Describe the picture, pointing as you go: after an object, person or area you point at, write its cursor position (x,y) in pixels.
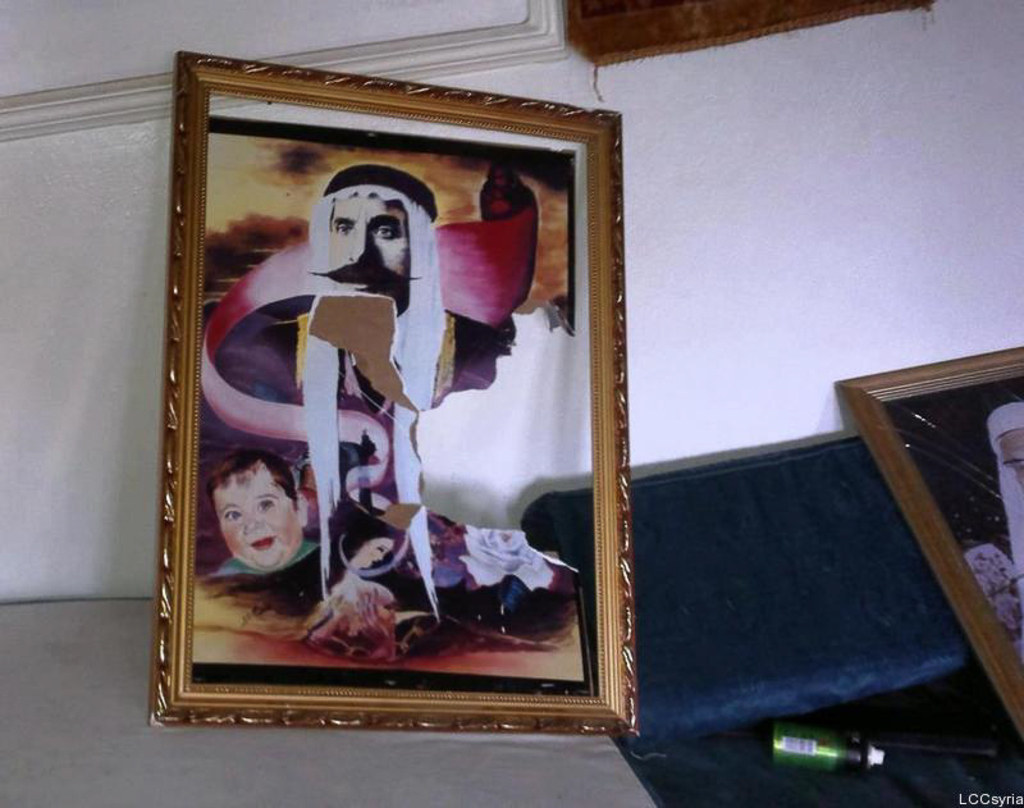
In this image we can see frames (354,700) on the white surface (311,770). Background of the image (830,319) white color wall (743,203) is there. Bottom of the image (835,758) one small bottle (847,753) is present and one watermark (1010,800) is there.
